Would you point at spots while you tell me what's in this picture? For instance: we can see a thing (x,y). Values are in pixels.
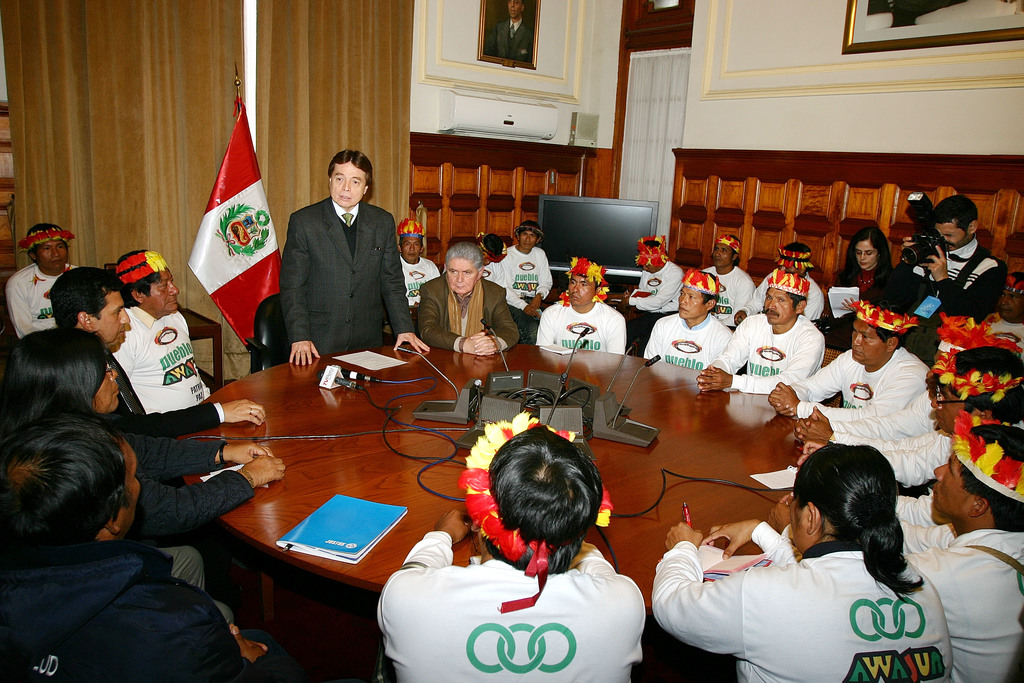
The picture contains there are so many people (657,302) are sitting around the table (769,428) and one person (357,321) is standing on the floor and he could be speaking and behind the persons (825,594) who are sitting around the table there is one person (892,269) is there he is clicking the pictures and on the table (587,380) there are books (348,544) and some voice recorder (476,390) are there and behind the person (638,303) one TV (614,233) is also there and some photos (972,37) are hanging on the wall (793,138).
